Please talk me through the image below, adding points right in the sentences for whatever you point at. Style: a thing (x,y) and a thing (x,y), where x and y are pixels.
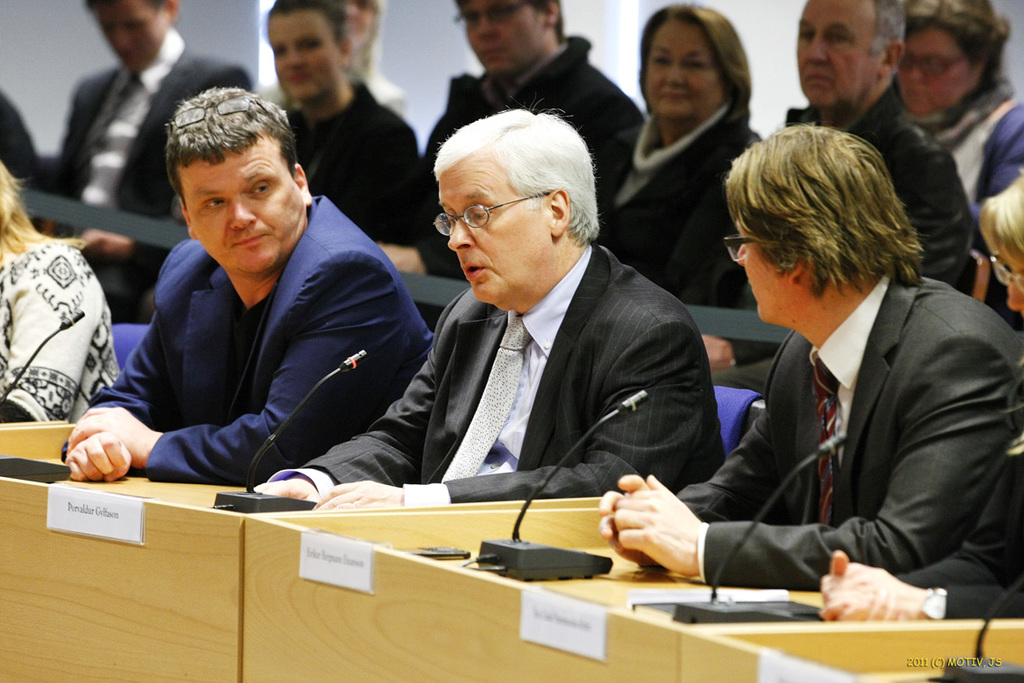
This picture is clicked inside. In the foreground (592,623) we can see the desks (290,611) and we can see the microphones (365,357) attached the stands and there are group of people (530,91) sitting on the blue color chairs (723,392). In the background (430,17) there is a wall (223,31).
